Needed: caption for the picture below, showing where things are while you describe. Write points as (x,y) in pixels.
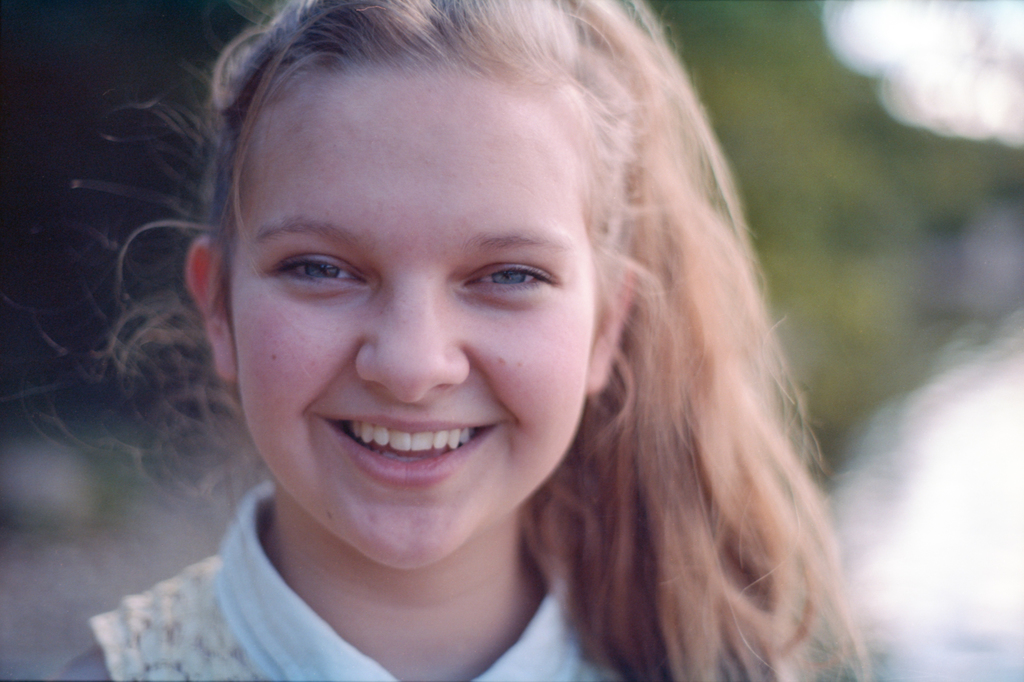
In the image there is a girl (386,439) smiling. Behind her there is a blur background (21,579).
